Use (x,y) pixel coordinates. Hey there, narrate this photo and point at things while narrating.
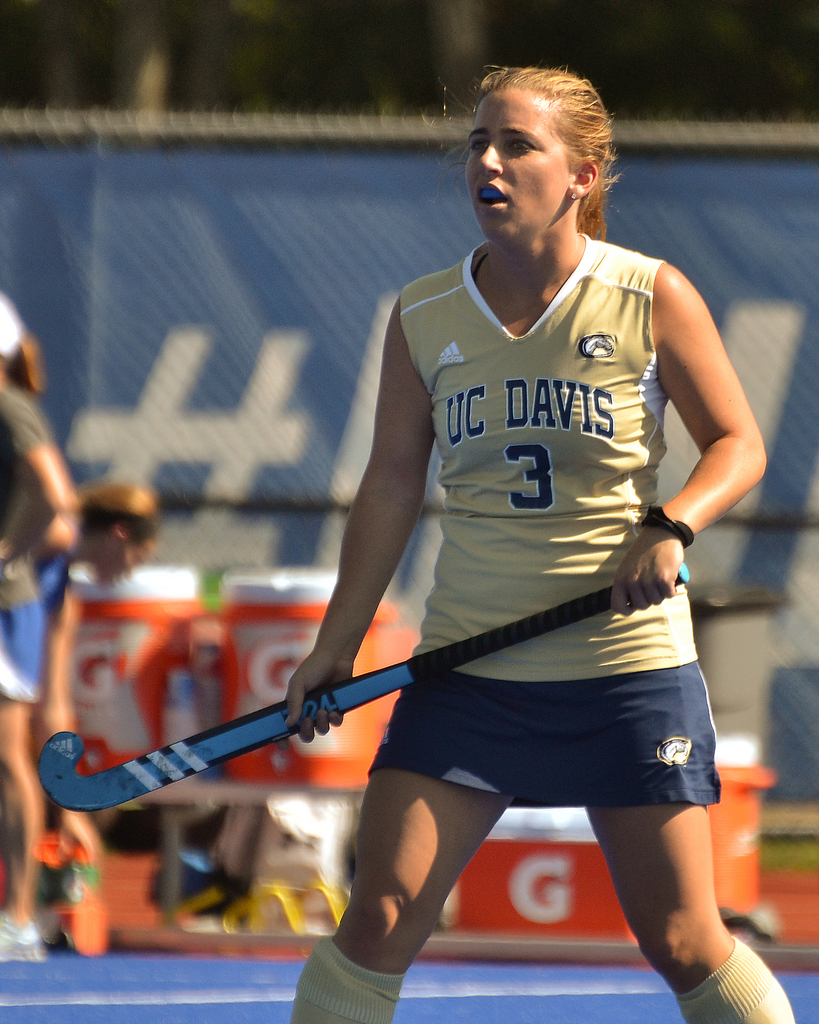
In this picture we can see a woman (560,630) holding a hockey stick (526,638) in her hand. There are a few people (29,834) visible on the left side (86,820). We can see some text (98,665) on the orange objects (134,685). There is a text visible on a blue surface (13,257). Background (49,347) is blurry.
